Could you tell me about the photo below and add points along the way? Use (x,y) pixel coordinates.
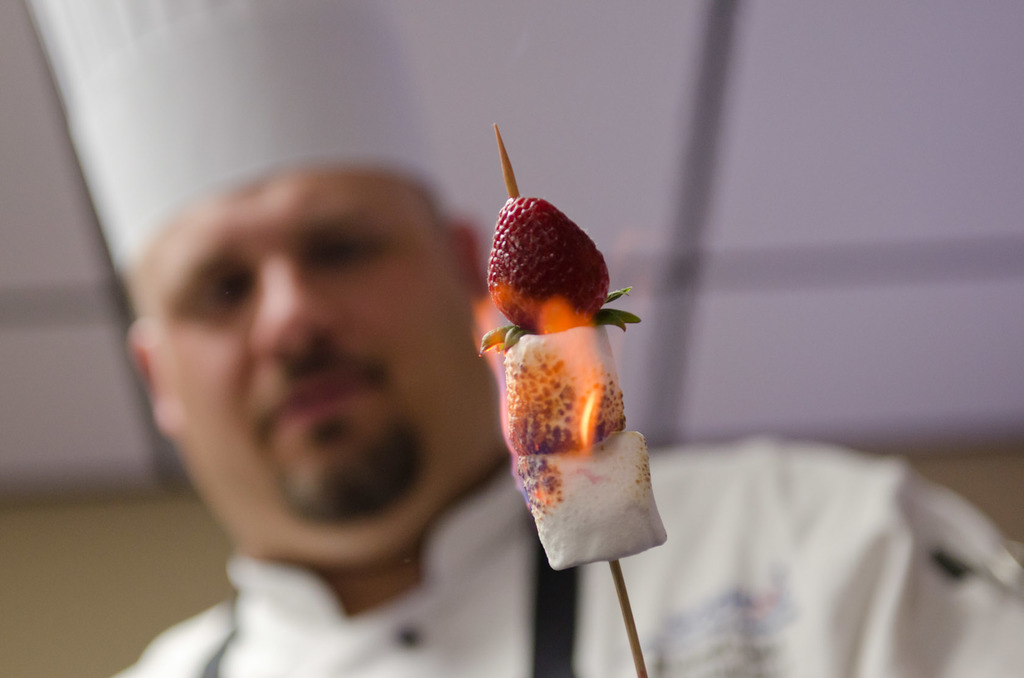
There is a stick of strawberry (542,406) in the foreground area of the image (511,394). There is a man (409,292) in the background (267,313).
